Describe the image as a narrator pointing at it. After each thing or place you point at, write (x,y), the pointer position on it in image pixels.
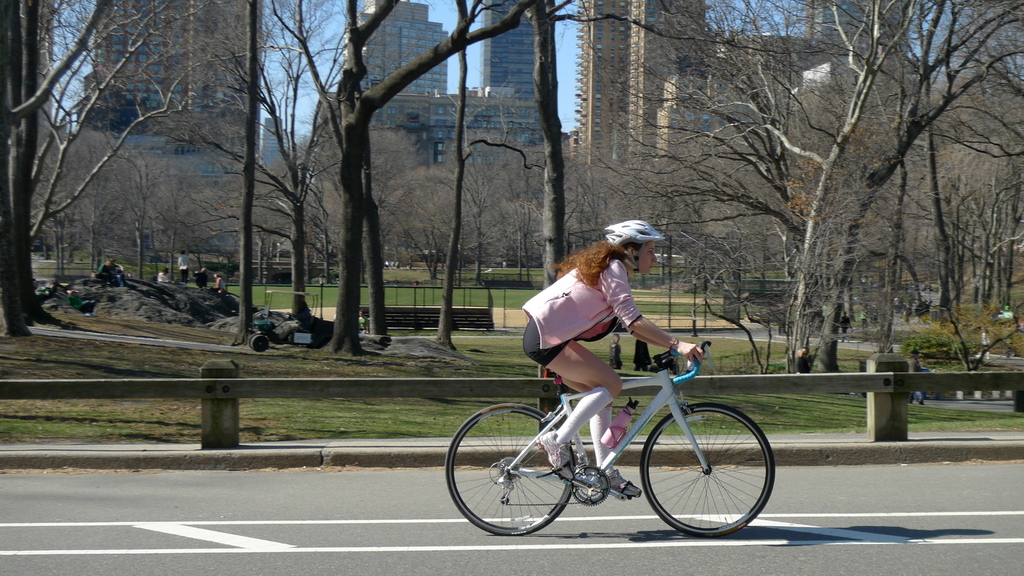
In this image there is a woman (579,364) is sitting on the bicycle (647,410) and she is riding on the road (1007,515). She is wearing a helmet (609,239). Behind her there is a fence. Few trees (347,329) are on the grassland (275,362). Few persons (195,276) are on the rock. Behind trees (252,102) there are few buildings (579,45). Behind it there is sky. A vehicle (291,342) is on the path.
